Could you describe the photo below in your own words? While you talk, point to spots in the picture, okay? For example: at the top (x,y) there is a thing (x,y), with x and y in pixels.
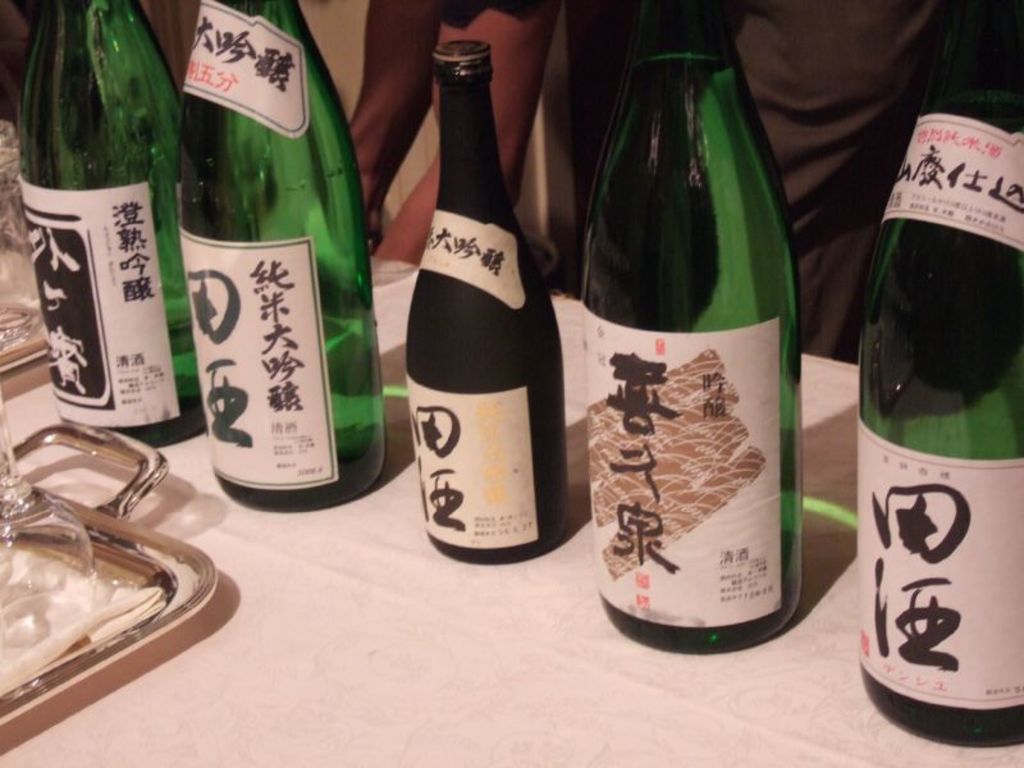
In this picture, we see four green bottles (748,337) and a brown bottle (435,344) with a white sticker (486,446) on it are placed on a table (400,681) and we even see silver tray (180,593) and glass (37,552) and a white cloth (94,635) are placed on the table (255,556). Behind that, we see people (802,34) standing.
